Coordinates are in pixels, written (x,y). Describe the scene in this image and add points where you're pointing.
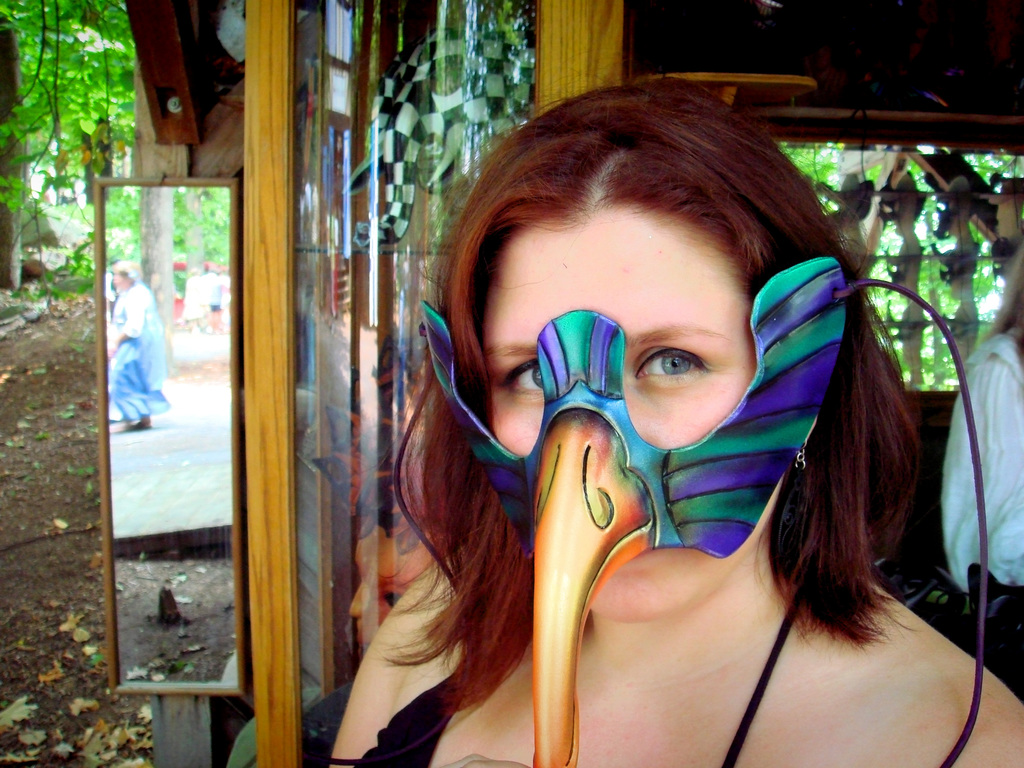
In this image we can see a person (906,651) who is wearing mask (640,526) and in the background of the image (354,105) there are some mirrors (343,180) on the left side of the image (132,306) we can see a reflection (144,360) of a person (144,371) in the mirror (144,404) there are some trees (102,84).
